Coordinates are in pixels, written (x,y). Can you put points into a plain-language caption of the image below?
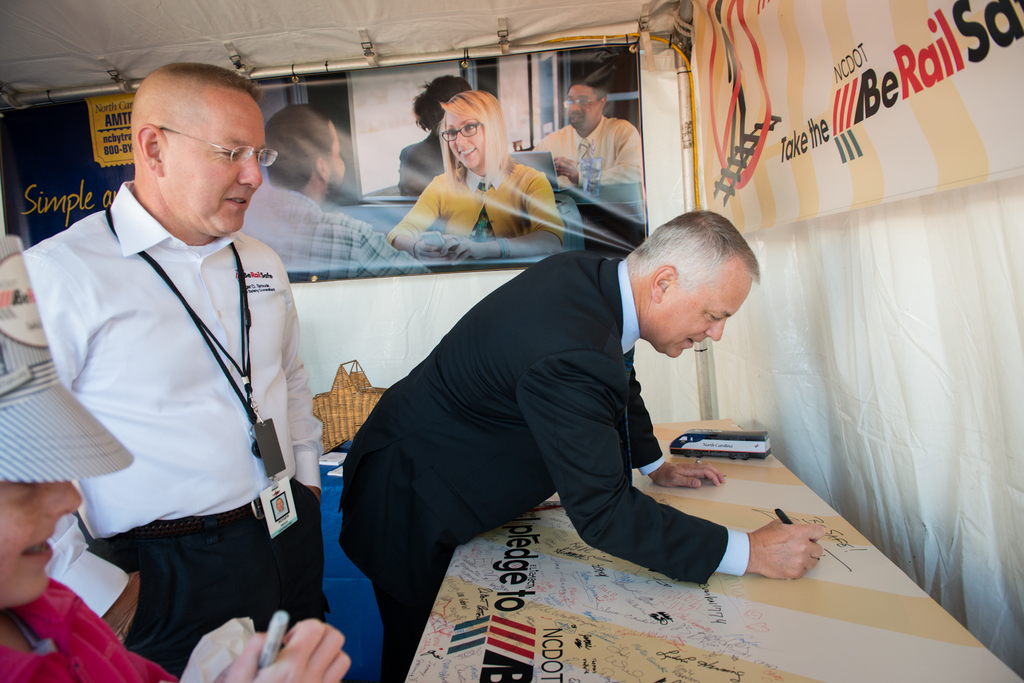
In this image, there are a few people (718,480). We can see a table (637,581) with some object (718,435) and some text (532,532). We can also see some boards (749,129) with text (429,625) and images (484,215). We can see the wall (413,284). We can see a blue colored object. We can also see the roof (449,22) with some objects (503,53). We can see a basket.
